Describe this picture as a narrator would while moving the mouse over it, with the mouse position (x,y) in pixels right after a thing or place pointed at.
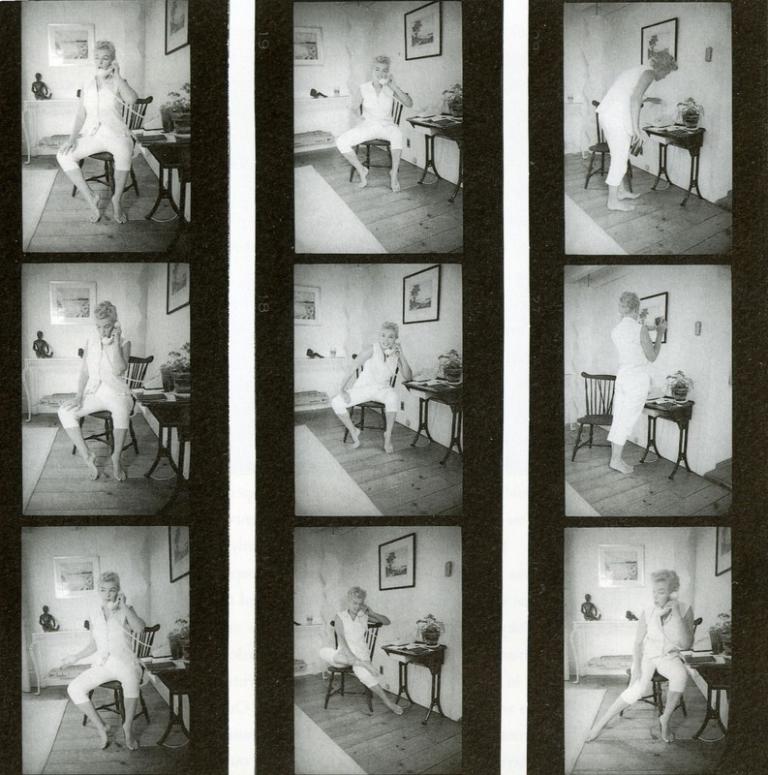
This picture is the collage of nine images in which the person (613,208) is standing, sitting and talking on the phone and there are frames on the wall (443,81) and there is a table (674,409) which is black in colour on the right side (679,419) in each images and on the table (690,181) there is a flower vase (426,642). The image on the bottom right (596,619), there is an object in the background (583,609) which is black in colour and on the bottom left (42,611) there is an object (48,622) which is black in colour in the background (58,627).
